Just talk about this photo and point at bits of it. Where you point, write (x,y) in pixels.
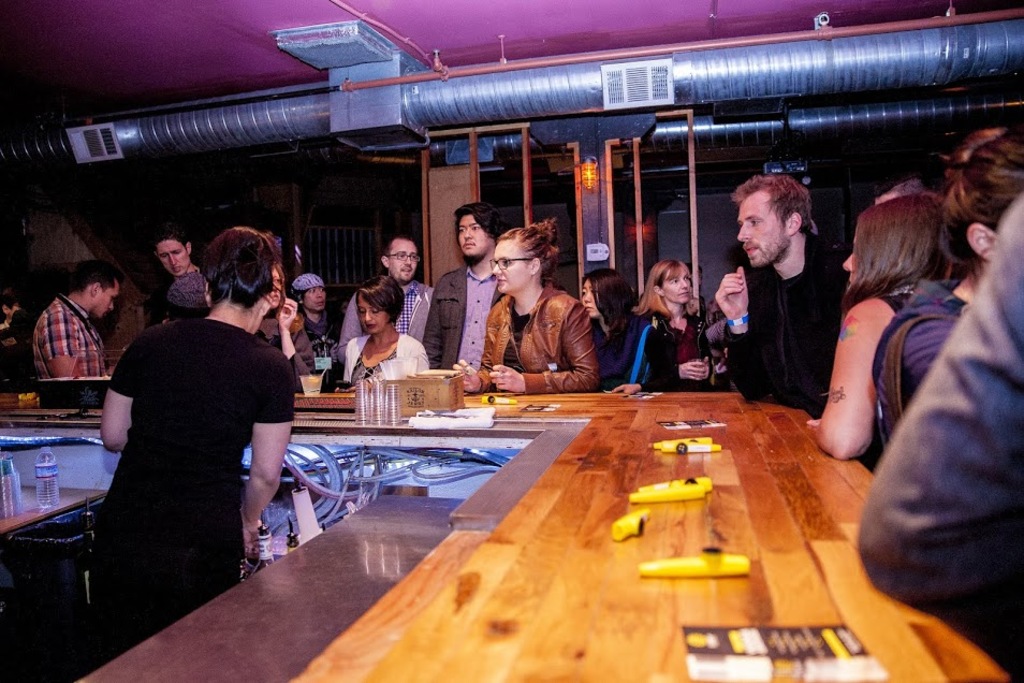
This is the picture where we have group of people (932,571) standing to the desk (539,590) on which there are some things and in front of him there is a woman (177,536) to the other side of the desk (319,560).
